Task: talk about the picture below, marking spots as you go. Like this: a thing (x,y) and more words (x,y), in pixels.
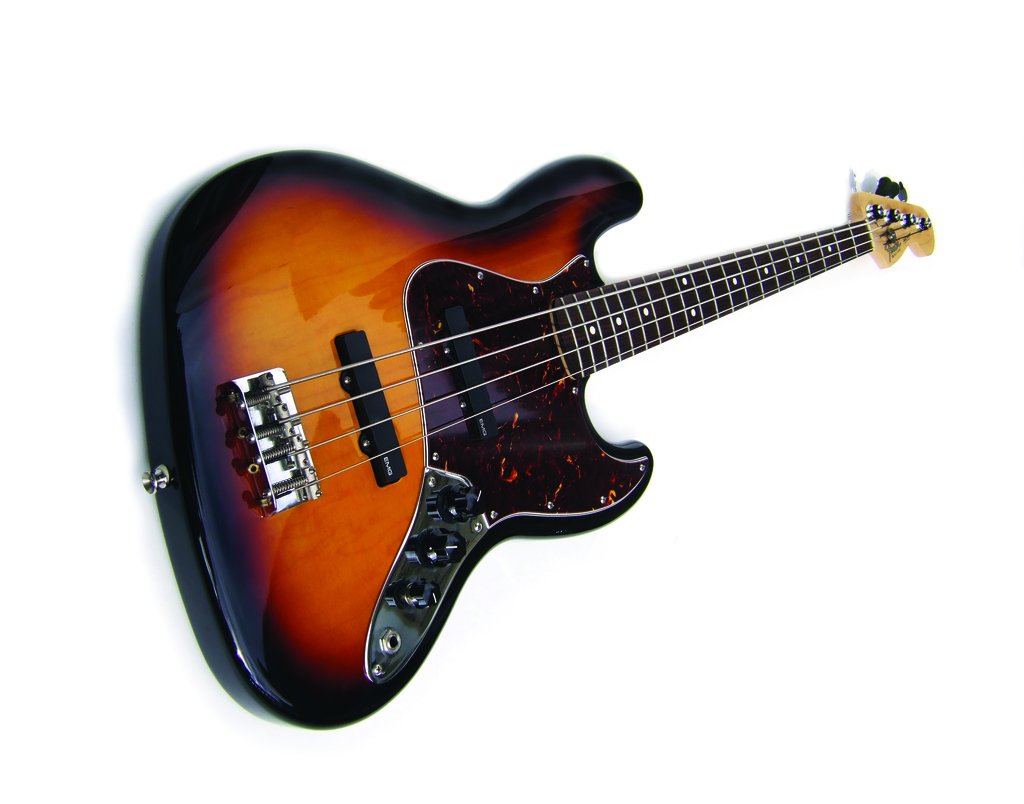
In this image, we can see guitar (493,420) with strings (493,355) and tuners (895,190) here.
